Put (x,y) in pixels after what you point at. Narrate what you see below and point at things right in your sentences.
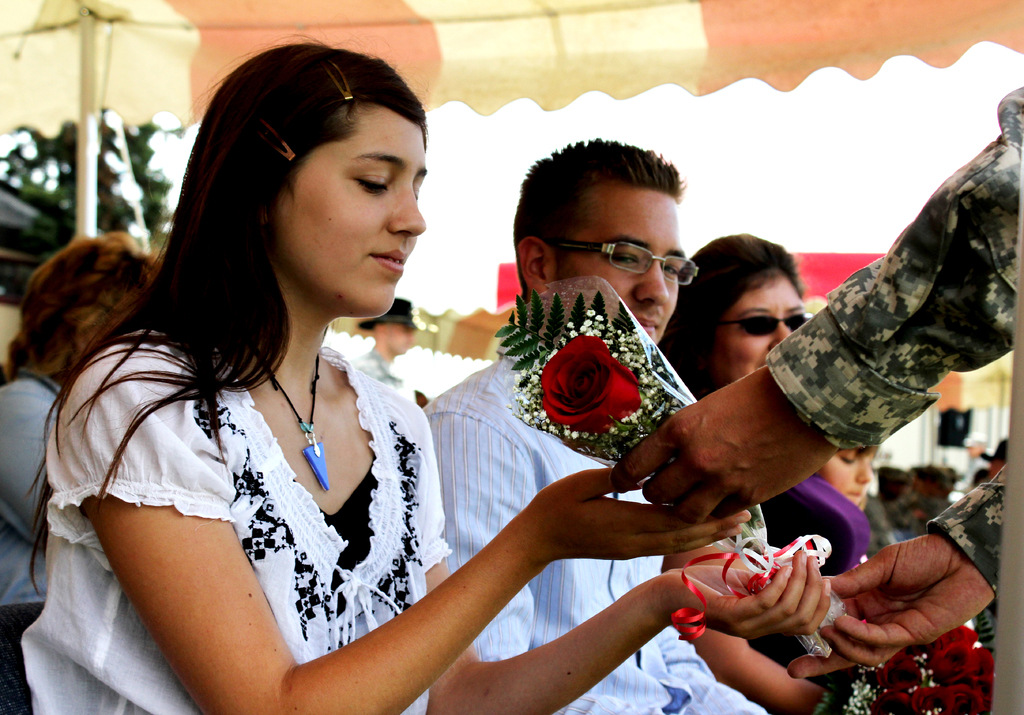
In this image I can see group of people (476,677) sitting. In front (281,506) the person (604,553) is wearing white and black color dress (373,468) and I can see the flower (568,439) in red color. Background (438,326) I can see few other people (52,287), few tents (738,1), trees (151,174) in green color and the sky (790,148) is in white color.
